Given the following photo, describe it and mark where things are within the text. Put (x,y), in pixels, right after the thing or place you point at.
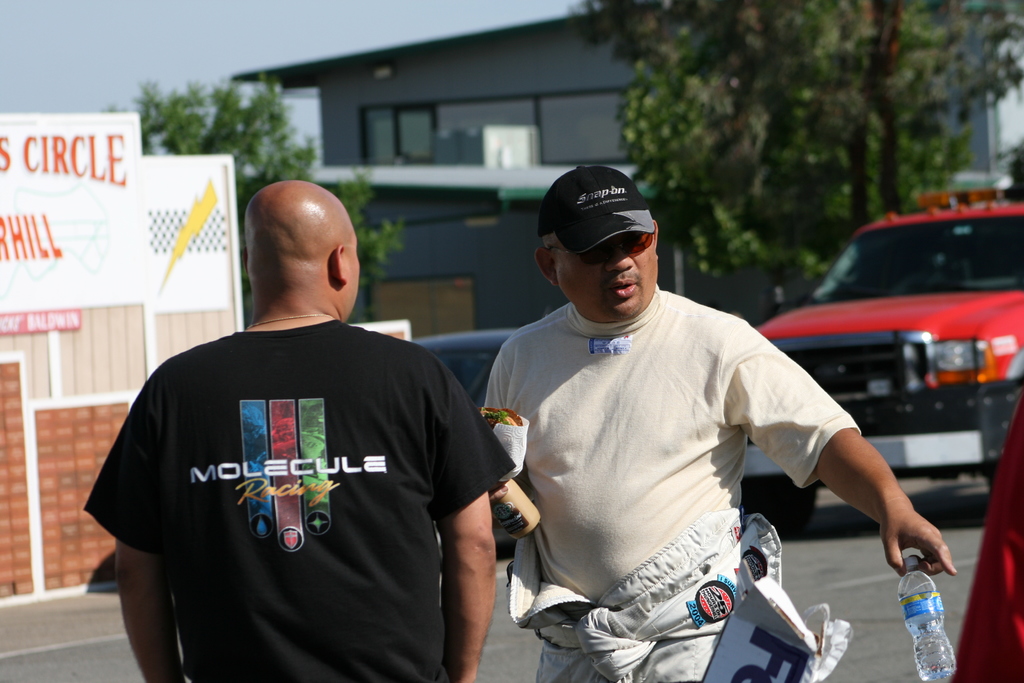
In this image in the foreground (345,468) there are two people (565,387), and one person (633,373) is holding some food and bottle (935,605). And in the background (845,318) there are vehicles (966,290), trees (652,208), houses (449,125), and some boards (5,321). On the boards (122,213) there is text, at the bottom (180,648) there is road (800,569) and at the top (132,67) there is sky (214,22).
